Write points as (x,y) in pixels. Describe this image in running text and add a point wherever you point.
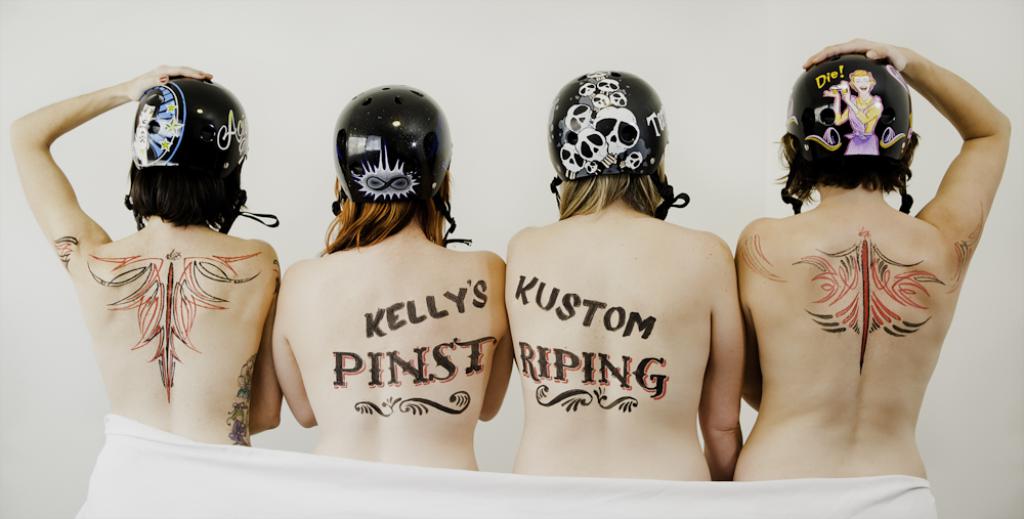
In this image, we can see people (594,280) standing and are wearing helmets (594,144) and there are logos (199,261) and text (631,321) on them. In the background (540,75), there is a wall (670,72).
